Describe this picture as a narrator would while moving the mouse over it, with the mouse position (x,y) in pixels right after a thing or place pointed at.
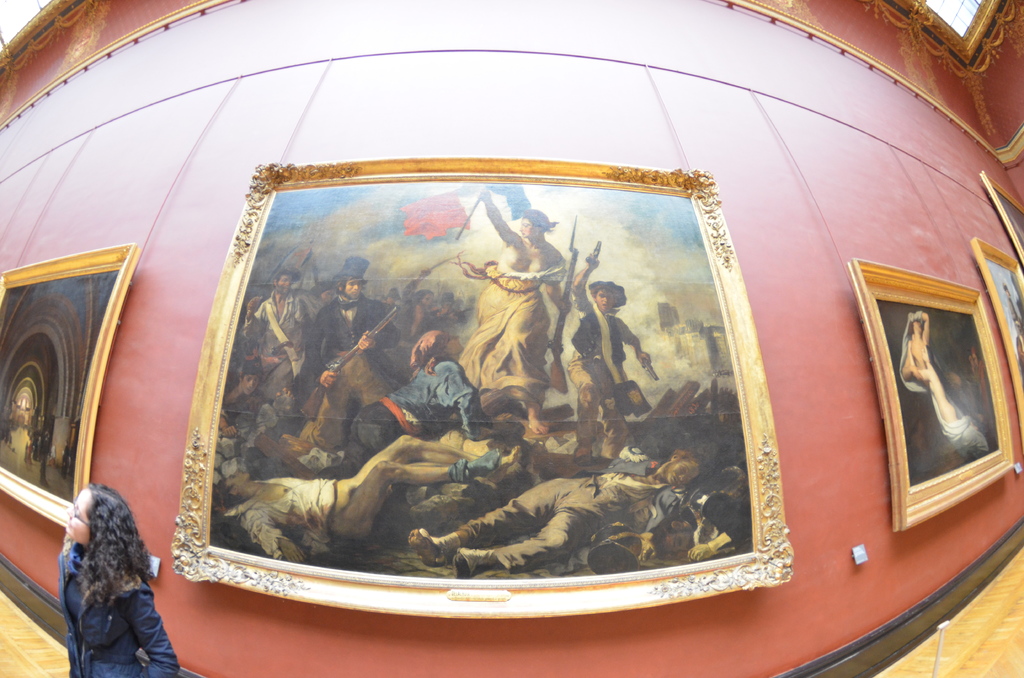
In this image I can see few frames (684,323) attached to the wall (834,116). I can see the inner part of the building (666,155) and the person (78,651).
